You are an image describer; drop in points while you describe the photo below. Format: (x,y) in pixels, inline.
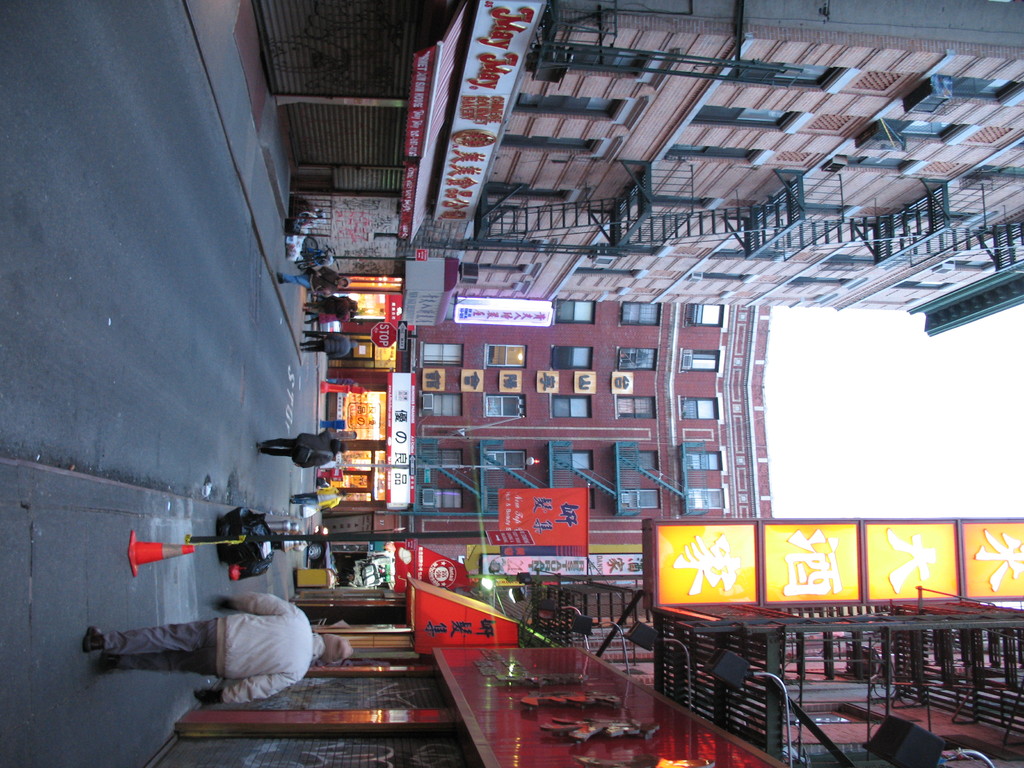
In this image there are a few people (338,355) walking on the streets (273,407), in front of the street (265,419) there is a building (494,383) with shops (363,385), on the either side of the shops (383,397) there are buildings (509,169).
